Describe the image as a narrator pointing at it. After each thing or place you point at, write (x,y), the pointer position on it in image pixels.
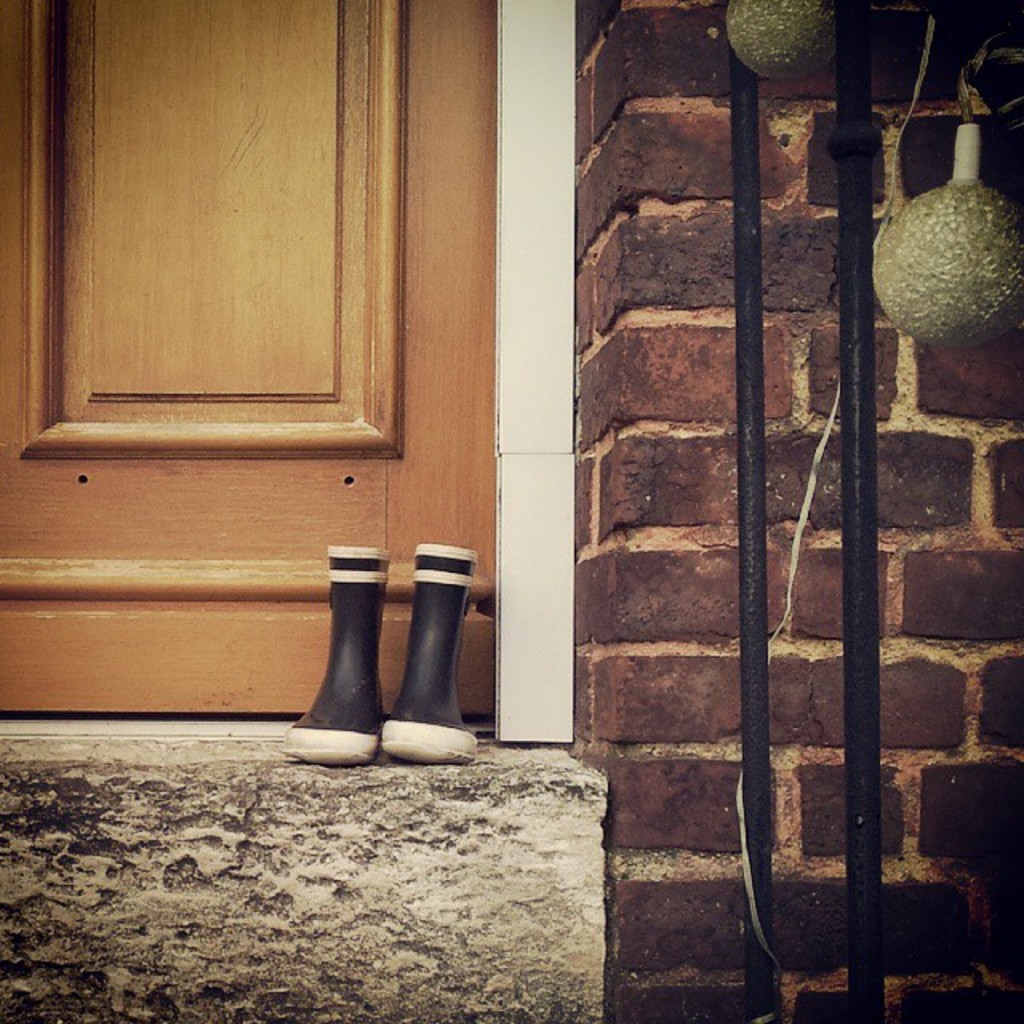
In this image we can see shoes (430,672), wall (919,579), door (393,686), poles (738,86) and white color objects (909,216).
